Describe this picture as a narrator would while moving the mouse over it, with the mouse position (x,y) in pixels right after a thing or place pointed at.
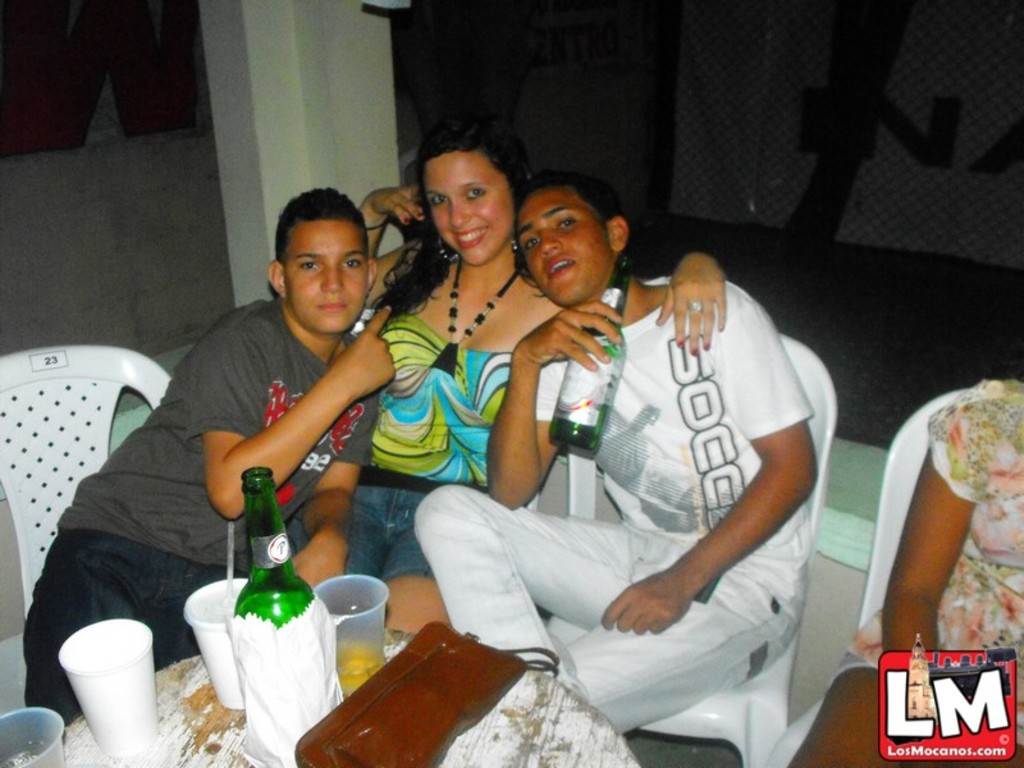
In this image I see 3 persons (190,482) who are sitting on the chairs (2,478) and this person (603,520) is holding a bottle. I can also see there is a table (551,708) in front (11,726) and there are glasses (344,672) and a bottle (285,627) on it and there is a person (965,408) over here.
